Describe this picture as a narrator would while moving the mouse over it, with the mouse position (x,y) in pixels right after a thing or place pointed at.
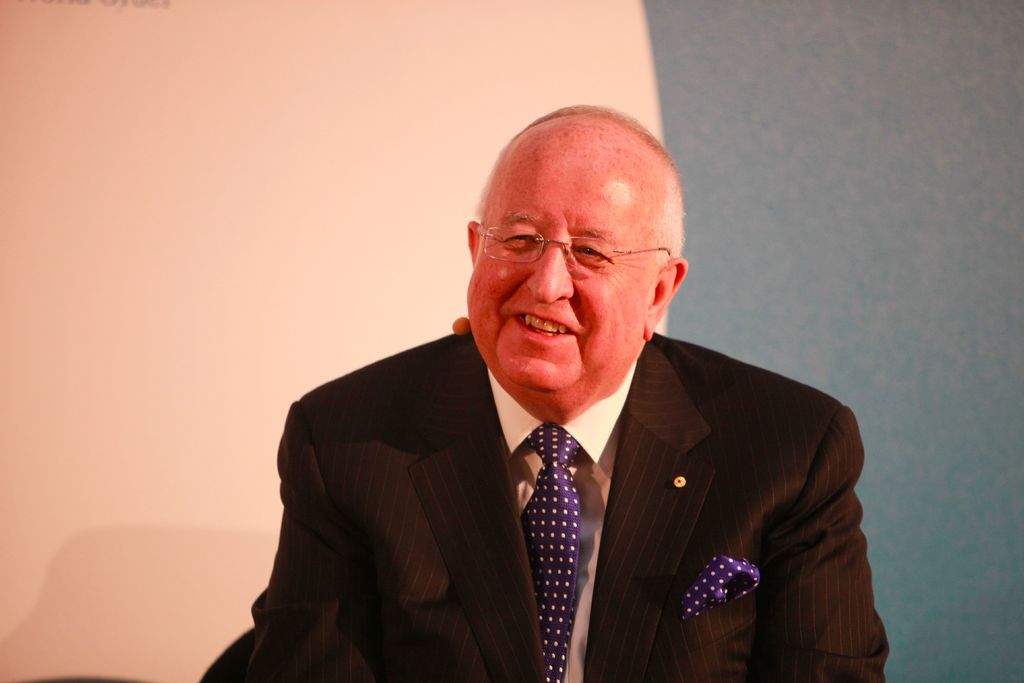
In this picture, we see a man (461,484) in white shirt (577,483) and the black blazer (473,528) is smiling. He is wearing the spectacles (528,244). On the left side (118,185), it is white in color. On the right side (872,168), we see a wall (889,228) which is blue in color.
